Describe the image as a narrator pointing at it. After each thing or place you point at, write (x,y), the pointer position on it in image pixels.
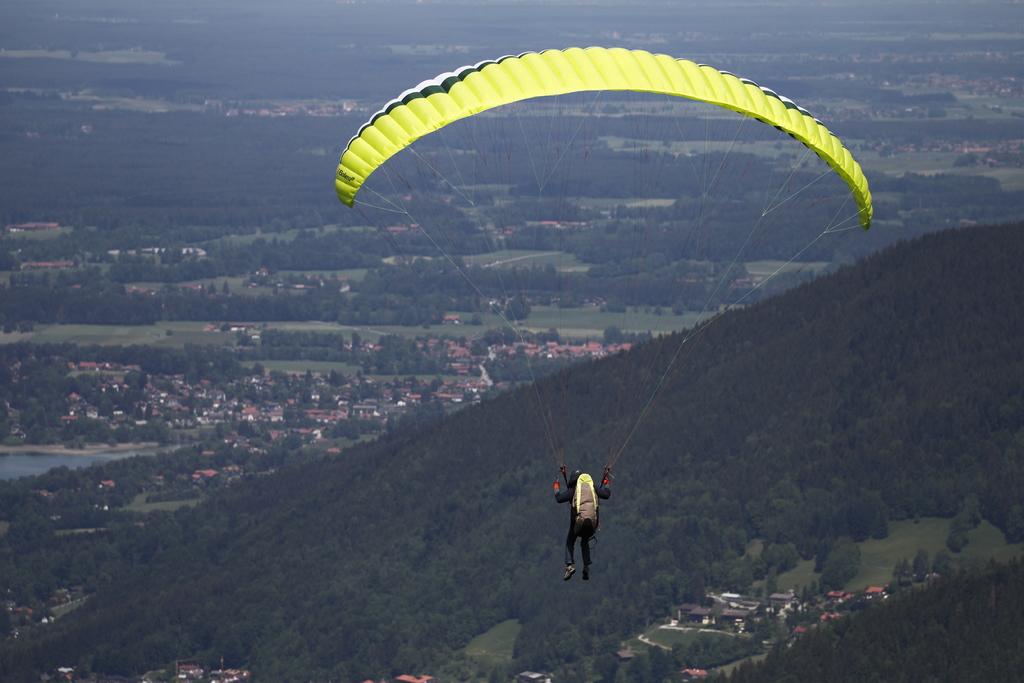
In this image there is a parachute (500,104). There is also a person (591,508) paragliding. In the background (605,510) we can see a hill (470,566) with full of trees (794,465). Image also consists of many houses (361,409). Water (39,461) is also visible in this image.
